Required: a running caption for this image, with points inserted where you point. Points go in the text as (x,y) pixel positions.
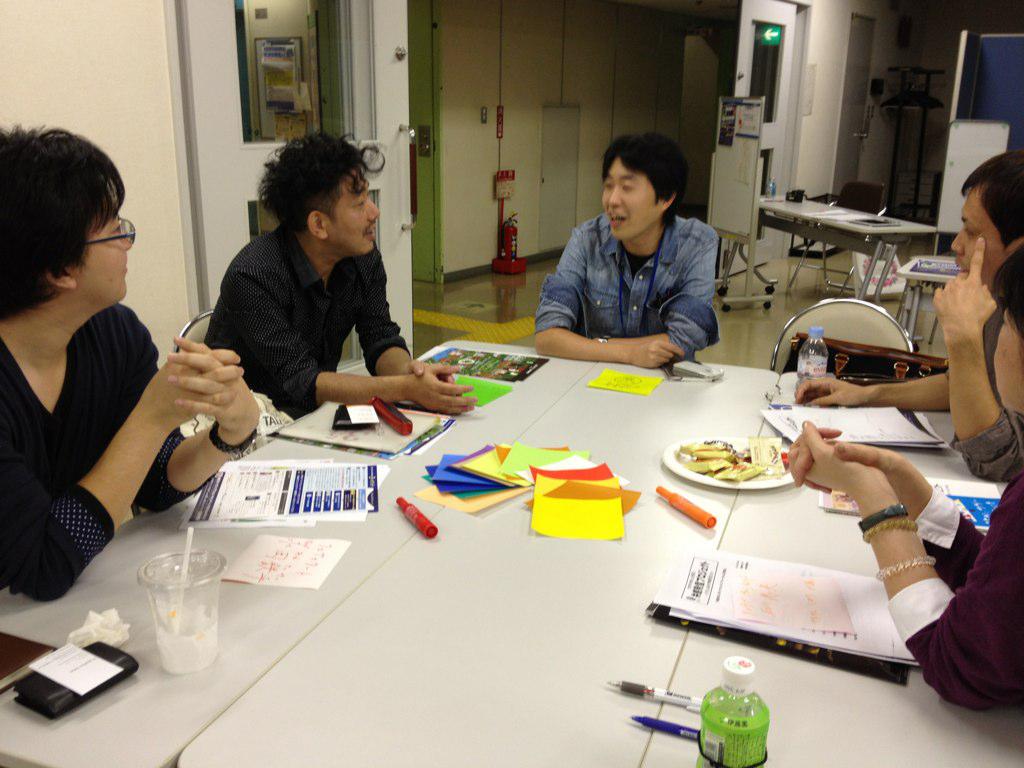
In this picture we have five people (297,355) sitting on the chairs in front of the table (686,533) we have some eatable things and bottles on the table (669,480) back side we have one more table (830,221) and one stand (923,150) and door (750,68).
